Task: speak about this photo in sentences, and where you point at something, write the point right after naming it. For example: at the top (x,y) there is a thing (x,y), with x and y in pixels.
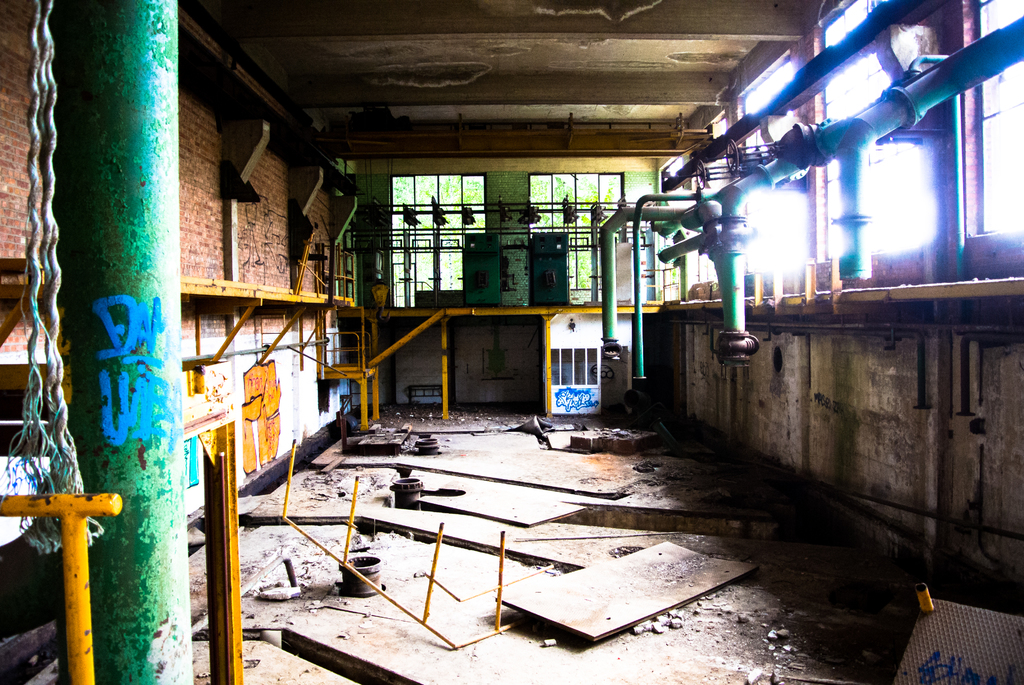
This picture is clicked inside the hall (501,370). In the foreground (508,628) we can see the wooden objects (517,517) and metal objects (346,545) are lying on the ground (301,612). On the left (39,18) we can see a rope (35,75) and a metal rod (112,380). On the right (975,73) we can see the metal pipes (957,92) and we can see the metal rods (595,255) and many other objects (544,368). In the background (539,185) we can see the windows (567,185) and through the windows (531,196) we can see the trees (579,196) and we can see some other objects (573,207). At the top (509,87) there is a roof (509,89).
